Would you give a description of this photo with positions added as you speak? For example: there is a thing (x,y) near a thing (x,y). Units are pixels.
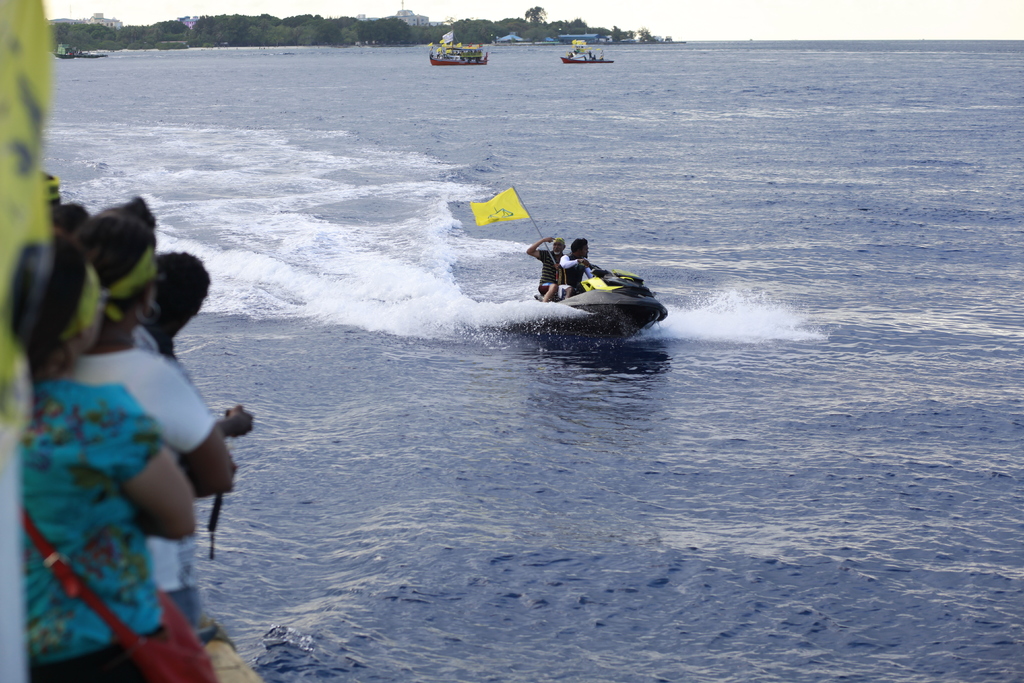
In this image we can see a jet ski (592,296). On the jet ski (605,316) we can see two persons (555,250) and a flag (552,261). There are few boats (594,52) in the water (516,230). Behind the water (670,197) we can see a group of trees (389,20) and buildings (411,20). On the left side (53,287), we can see few persons (104,283). At the top (449,13) we can see the sky (557,8).
